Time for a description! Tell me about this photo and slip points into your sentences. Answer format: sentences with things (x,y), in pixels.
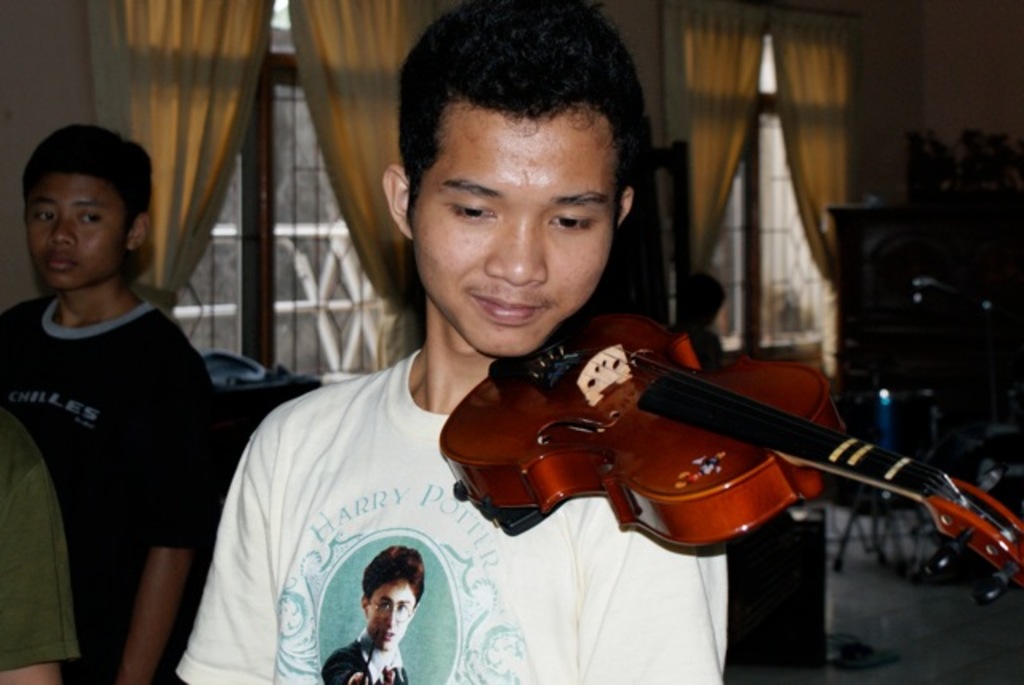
A boy (449,280) is holding a violin (682,433). Behind him another boy (97,368) is standing. In the background (389,158) there are windows (301,218), curtains (327,40).
